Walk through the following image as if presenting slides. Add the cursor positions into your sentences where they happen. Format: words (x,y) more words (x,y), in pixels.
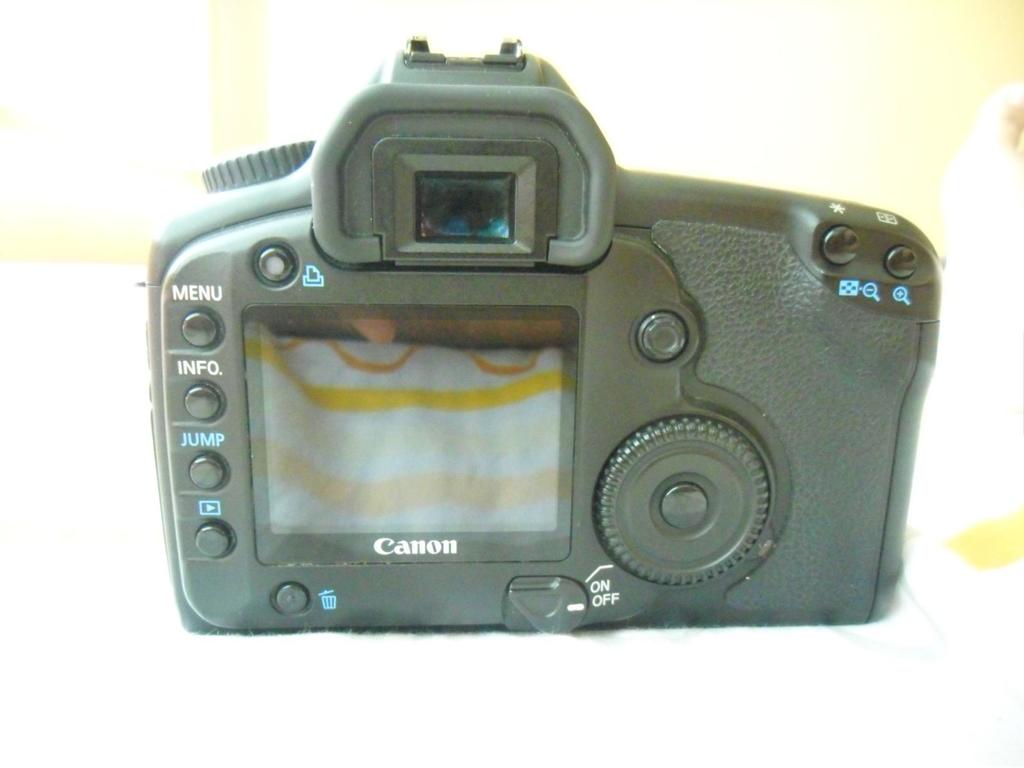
In this image I can see a camera (497,357).
